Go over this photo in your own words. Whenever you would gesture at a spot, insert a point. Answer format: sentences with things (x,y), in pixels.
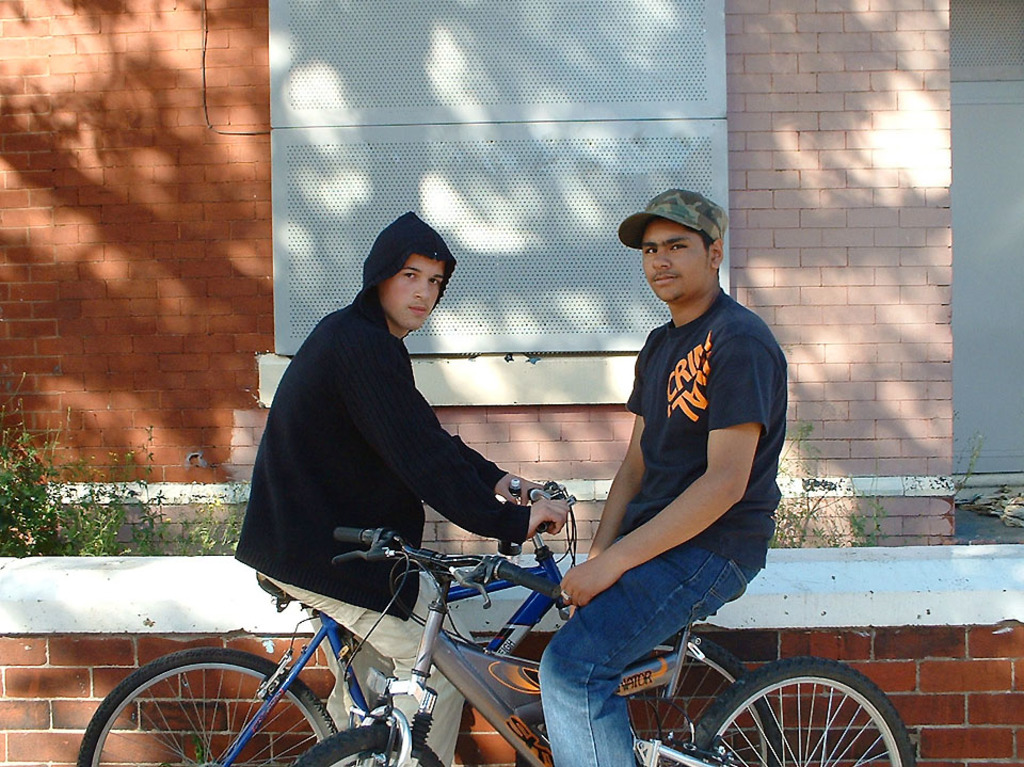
In this image i can see 2 persons (320,538) sitting on the bicycles (420,703), a person (662,233) on the right side (692,206) is wearing a hat (667,214) and black t shirt (647,444) and blue jeans (638,606), a person (322,462) on the left side (288,486) is wearing a black hoodie (352,448) and a chino (416,644). In the background (116,294) i can see the wall (130,282) and few plants (87,526).
